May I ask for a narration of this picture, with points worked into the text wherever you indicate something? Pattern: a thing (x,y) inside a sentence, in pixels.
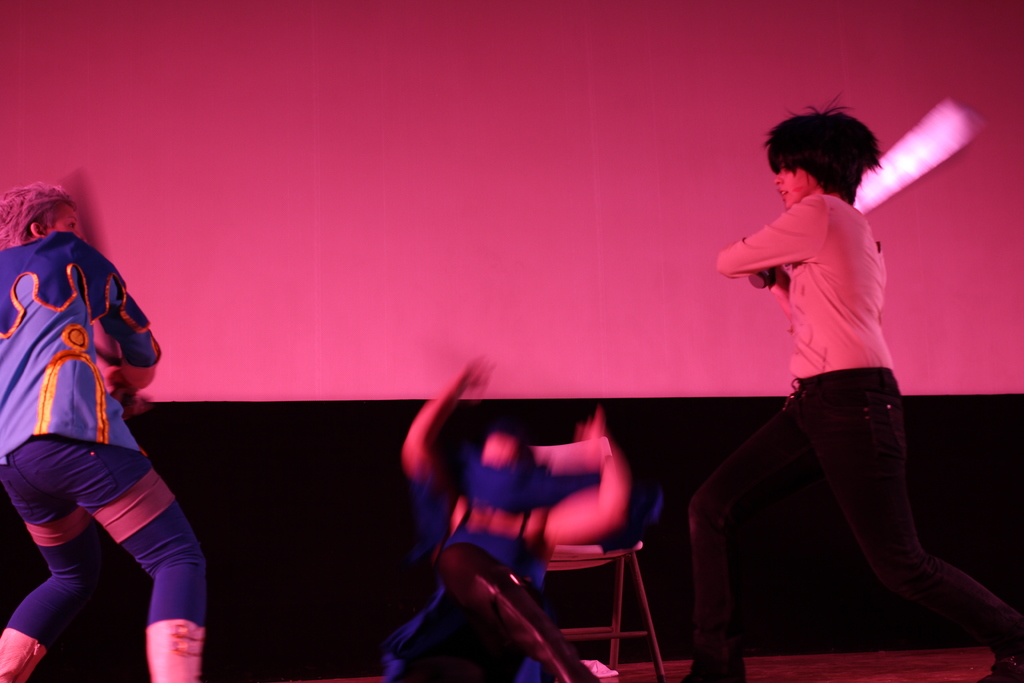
In this picture we can observe three members (507,507) on the floor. We can observe a chair (599,638) here. On the right side (707,580) there is a person (838,213) holding pink color stick (869,187) in his hand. In the background (334,203) we can observe pink color cloth (272,268).
